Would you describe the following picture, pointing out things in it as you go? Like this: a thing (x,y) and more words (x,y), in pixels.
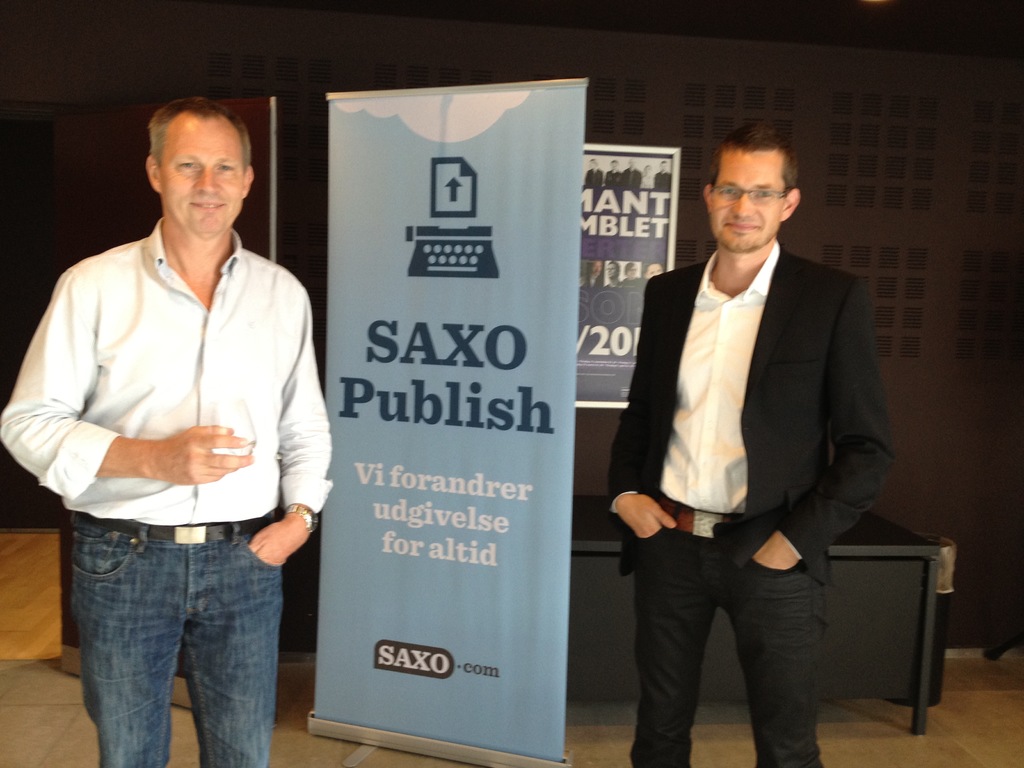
In this picture I can see two persons (151,667) standing, there is a person (124,389) holding an object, there is a banner (501,277), board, table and there is a door (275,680).
